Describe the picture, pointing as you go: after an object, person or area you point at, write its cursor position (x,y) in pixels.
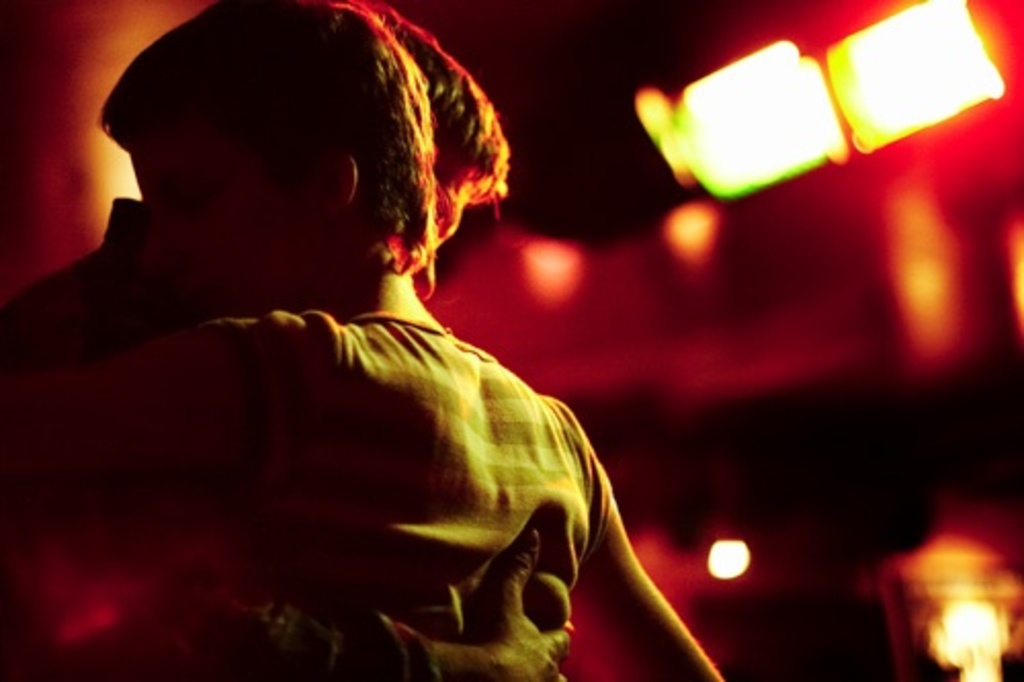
In the picture I can see two persons (304,348) hugging each other and there are few lights (828,114) in the background (780,106).
